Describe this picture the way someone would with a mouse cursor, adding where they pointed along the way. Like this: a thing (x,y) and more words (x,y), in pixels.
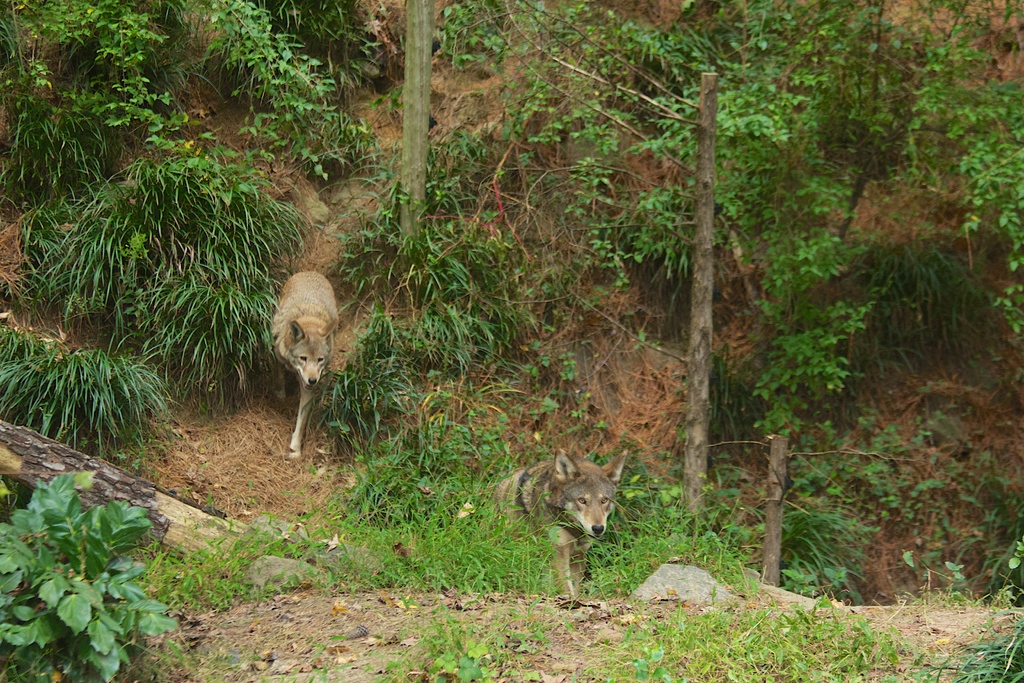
In this picture we can see two animals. Here we can see grass (372,579), plants (47,665), and wooden sticks (773,434).
